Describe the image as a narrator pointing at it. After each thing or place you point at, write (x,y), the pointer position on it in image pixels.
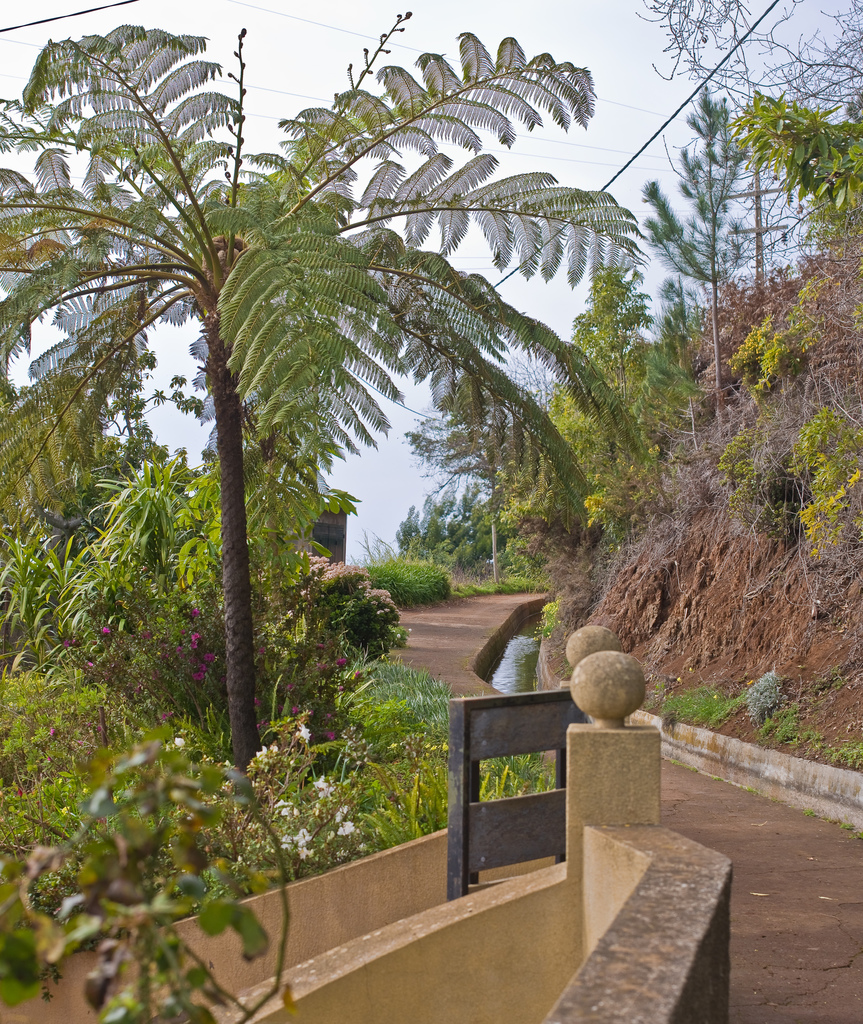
Here we can see plants (242,829), flowers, trees (295,486), and water (524,634). In the background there is sky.
